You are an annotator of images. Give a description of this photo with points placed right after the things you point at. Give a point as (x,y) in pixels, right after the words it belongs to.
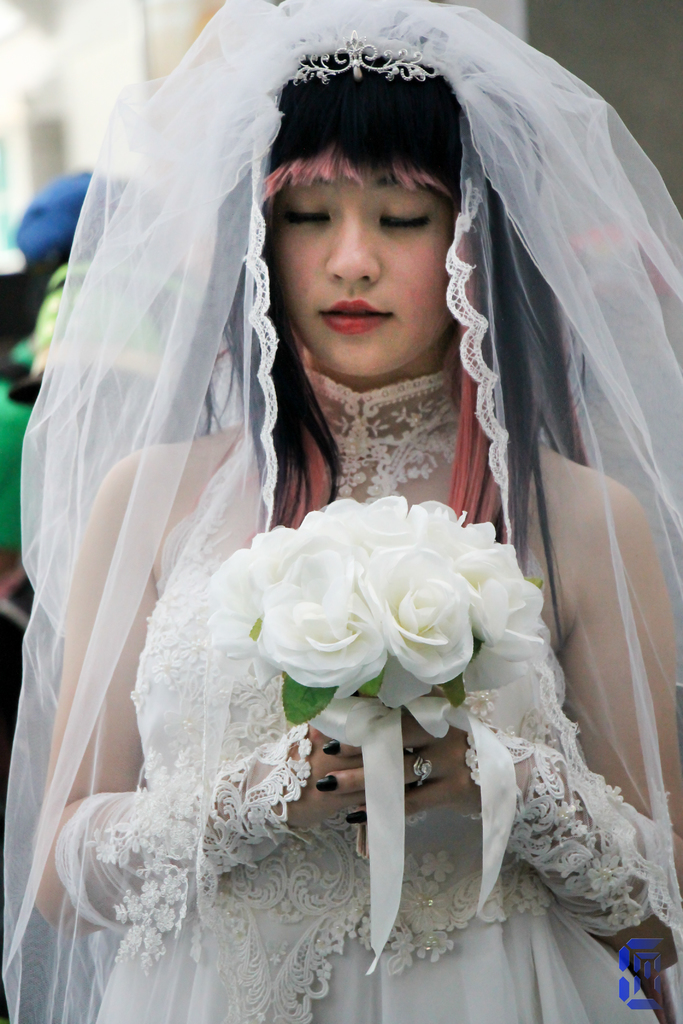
In this picture I can see a woman (395,299) standing and holding flowers (272,585) in her hands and she is wearing a cloth (523,231) on her head (311,180) and I can see another human (9,426) and a building (49,86) in the back (100,123).
